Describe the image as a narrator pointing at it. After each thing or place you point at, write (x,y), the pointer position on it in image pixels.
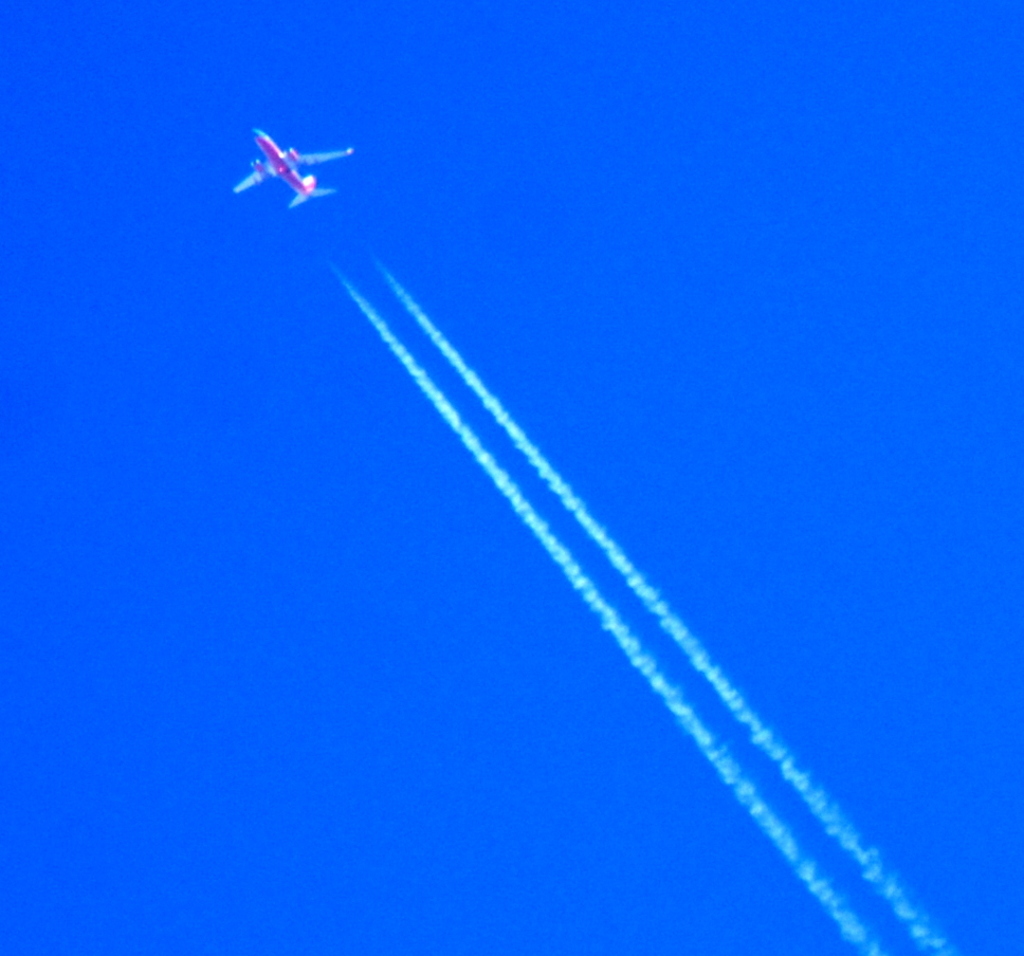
At the top of the picture (244,185) there is an airplane (325,193). In the center of the picture (522,511) there is smoke (389,333).
